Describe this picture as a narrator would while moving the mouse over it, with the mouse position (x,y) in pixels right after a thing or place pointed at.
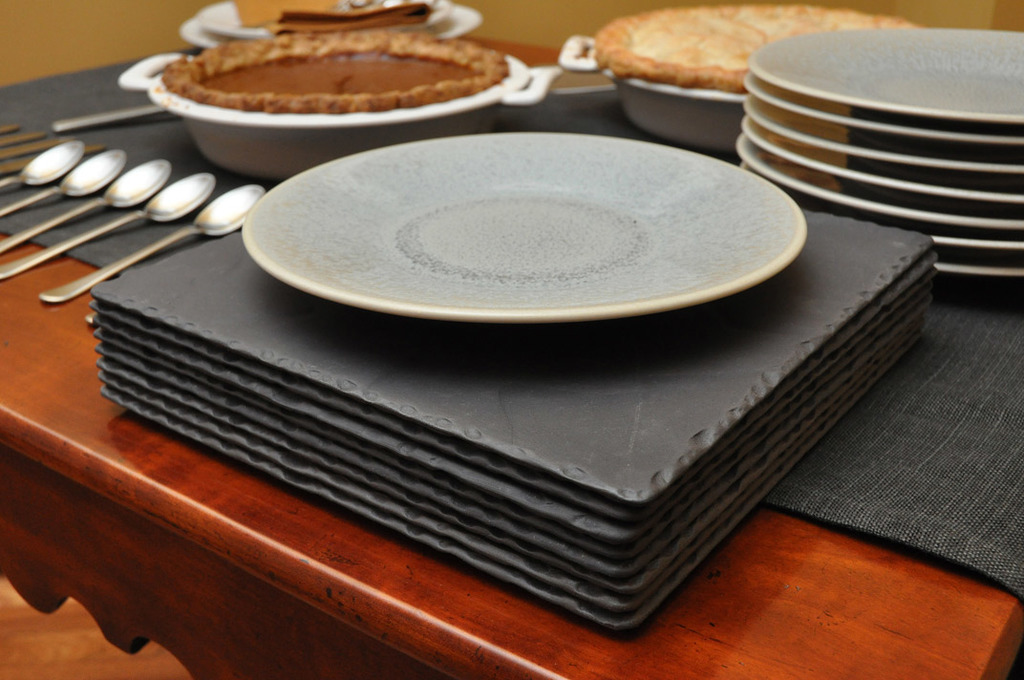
There is a table (142,446) which has some plates (622,190), spoons (50,167) and eatables (468,68) on it.
